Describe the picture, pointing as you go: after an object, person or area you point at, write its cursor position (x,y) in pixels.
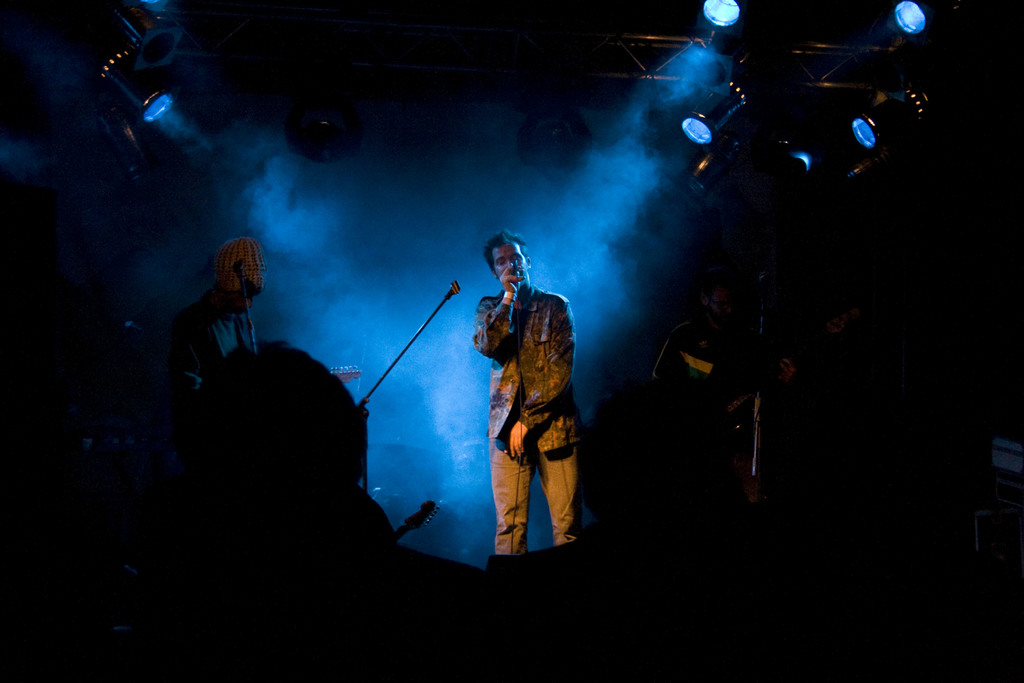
In this image I can see a group of people (205,311) are playing musical instruments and one person (556,339) is holding a mike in hand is standing on the stage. In the background (557,278) I can see lights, rooftop (584,73) and smoke (641,108). This image is taken may be on the stage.
